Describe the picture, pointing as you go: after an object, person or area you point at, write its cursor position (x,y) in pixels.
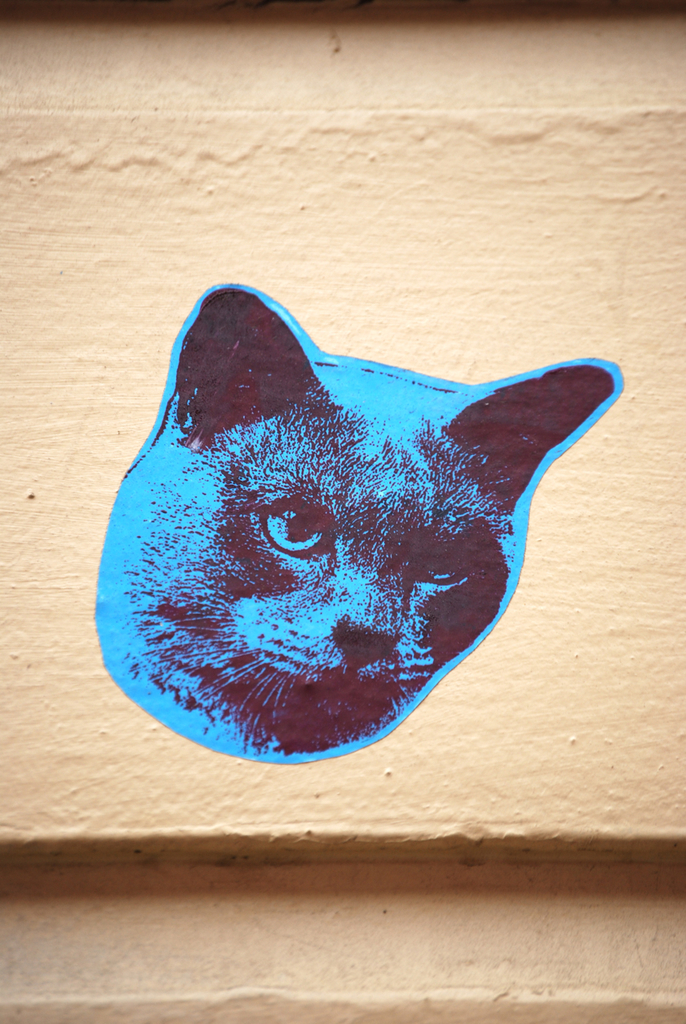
In this image we can see a photo (302,424) of a cat (268,593) pasted on the wall (447,705).
